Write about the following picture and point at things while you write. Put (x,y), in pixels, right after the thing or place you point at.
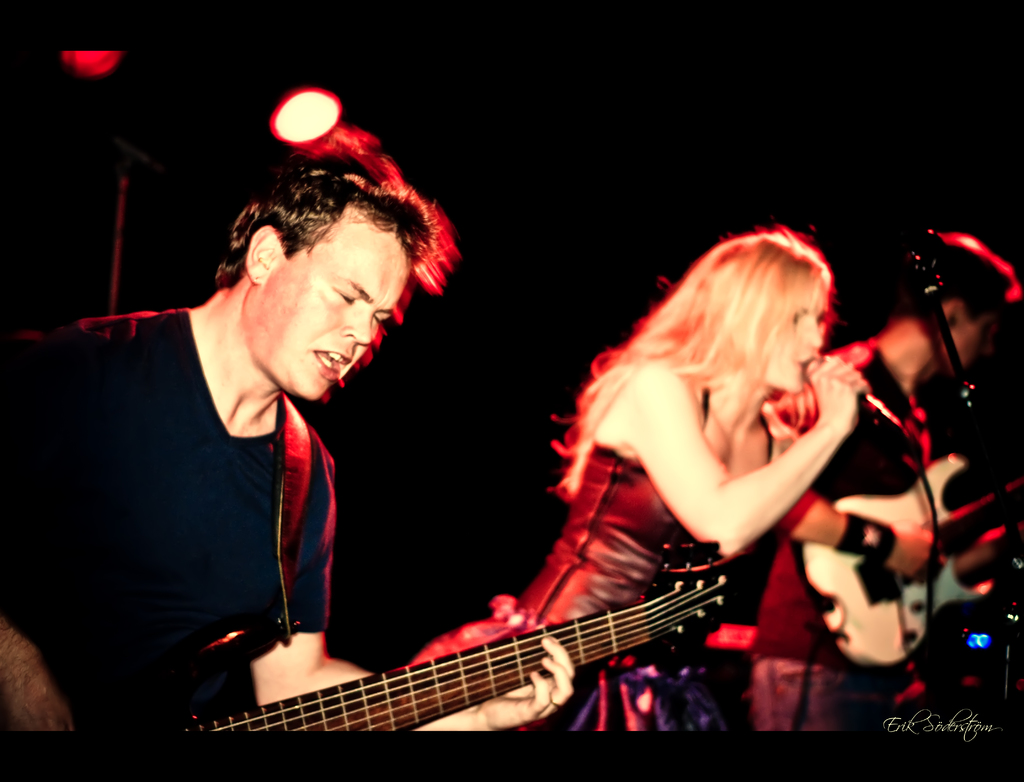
On the left (150,571) there is a man (162,432) who is wearing t-shirt (168,535) and playing guitar (249,714). Here we can see a woman (673,509) who is wearing black dress (662,521) and she is holding mic (879,408) and she is singing. Beside her we can see another man (818,676) who is playing electric guitar (853,610). Near to him we can see a mic stand (929,256). On the top (865,68) we can see darkness (531,30). Here we can see lights (92,63). On the bottom right corner (968,724) there is a watermark (987,726).
